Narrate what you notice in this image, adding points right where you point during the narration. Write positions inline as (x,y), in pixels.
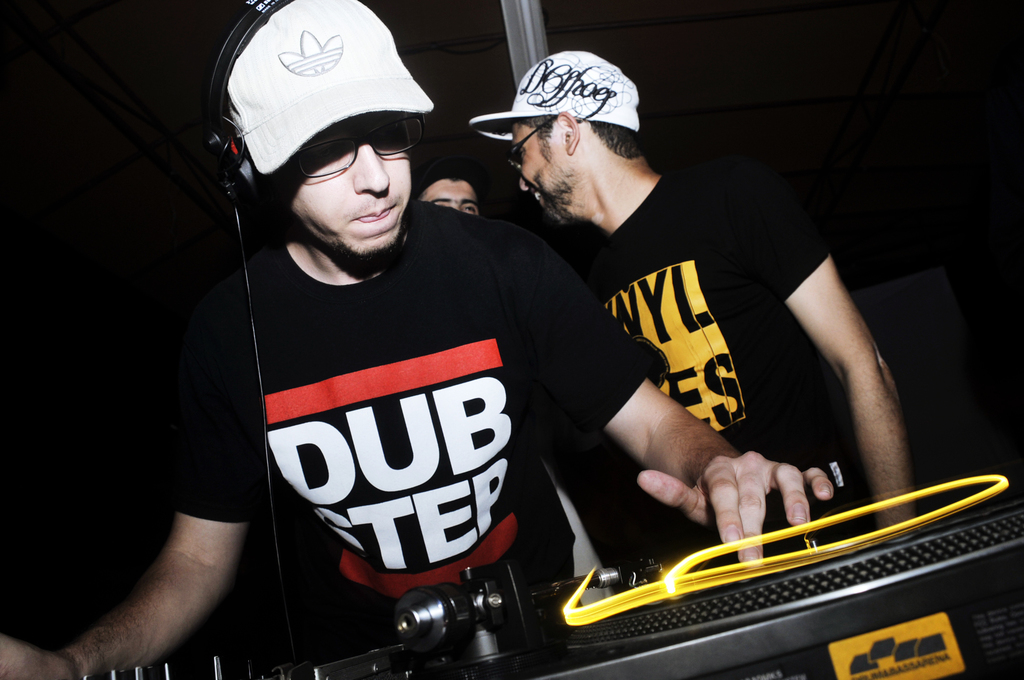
In this image there is a man (389,416) in the middle (382,391) who is wearing the black t-shirt (448,342) and white cap (337,98) is playing the DJ (527,612). In the background (611,185) there are two other persons (566,208) who are standing.
